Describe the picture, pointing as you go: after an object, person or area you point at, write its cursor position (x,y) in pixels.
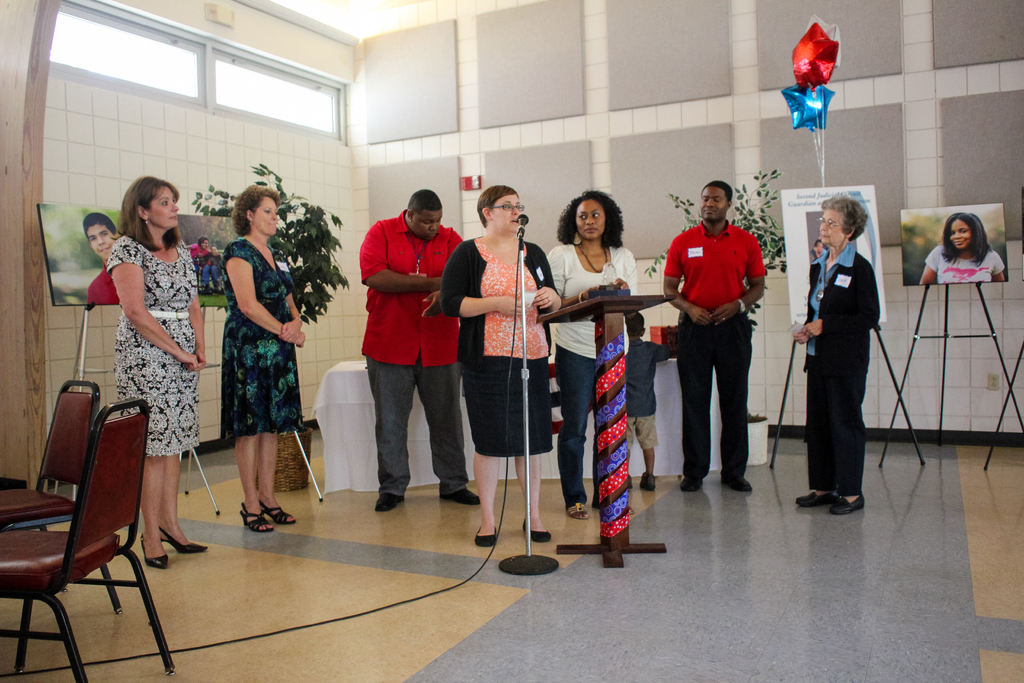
There are few people (480,264) standing. Here is the woman (496,374) standing speaking on the mike (519,240). This is the podium (609,336) with some object (612,276) on it. There are two empty chairs (88,463). These are the photos (205,275) on the stands (980,285). This is a table (343,413) covered with white cloth (348,415). These are the houseplants (327,235). This is a balloon (816,67) which is red and blue in color. These are in star shape. This is the floor (673,598). These are the windows (268,95) which are closed.
